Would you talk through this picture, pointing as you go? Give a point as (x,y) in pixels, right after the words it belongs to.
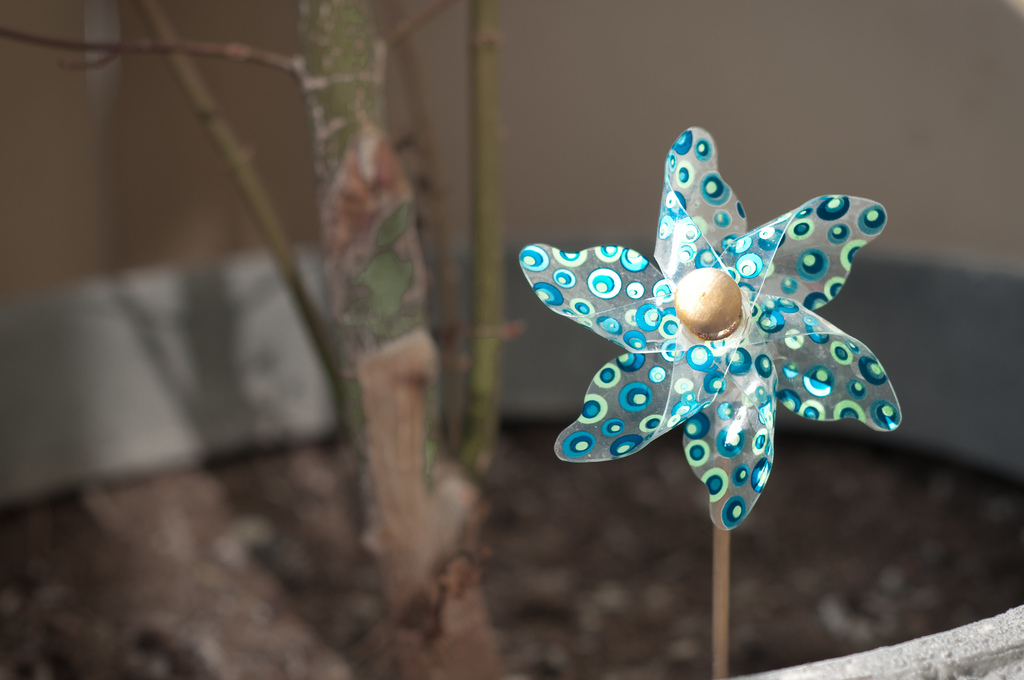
In this picture we can see a pinwheel (682,373).
